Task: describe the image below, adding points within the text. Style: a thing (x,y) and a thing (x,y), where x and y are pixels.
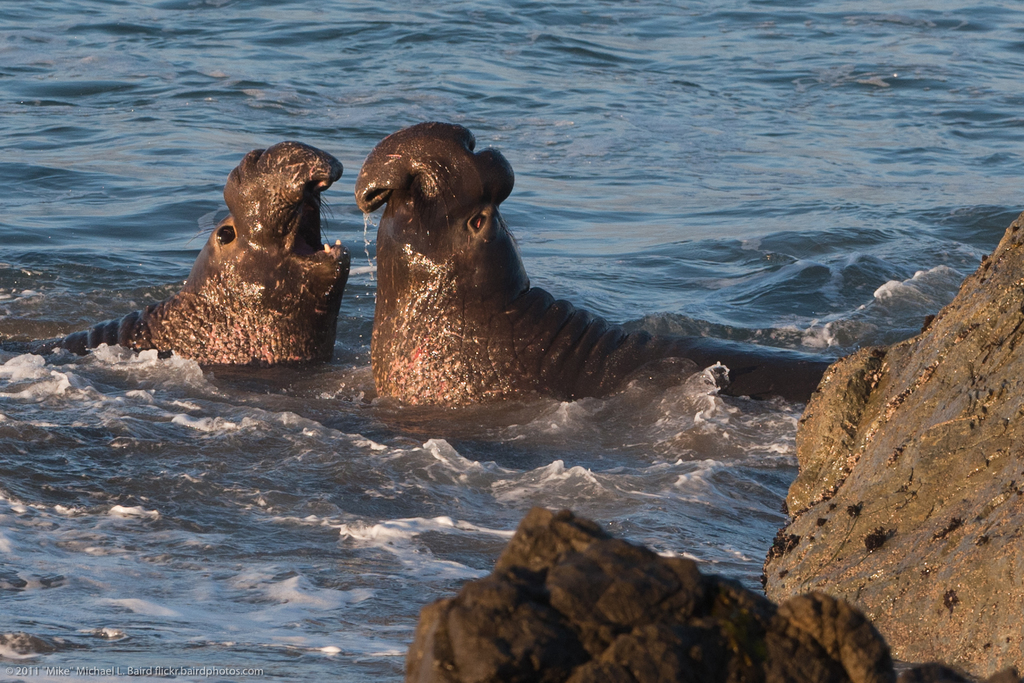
In this image I can see two animals (618,364) in the water (802,123) and the animals (189,277) are in brown color, and the water (696,155) is in blue color.
